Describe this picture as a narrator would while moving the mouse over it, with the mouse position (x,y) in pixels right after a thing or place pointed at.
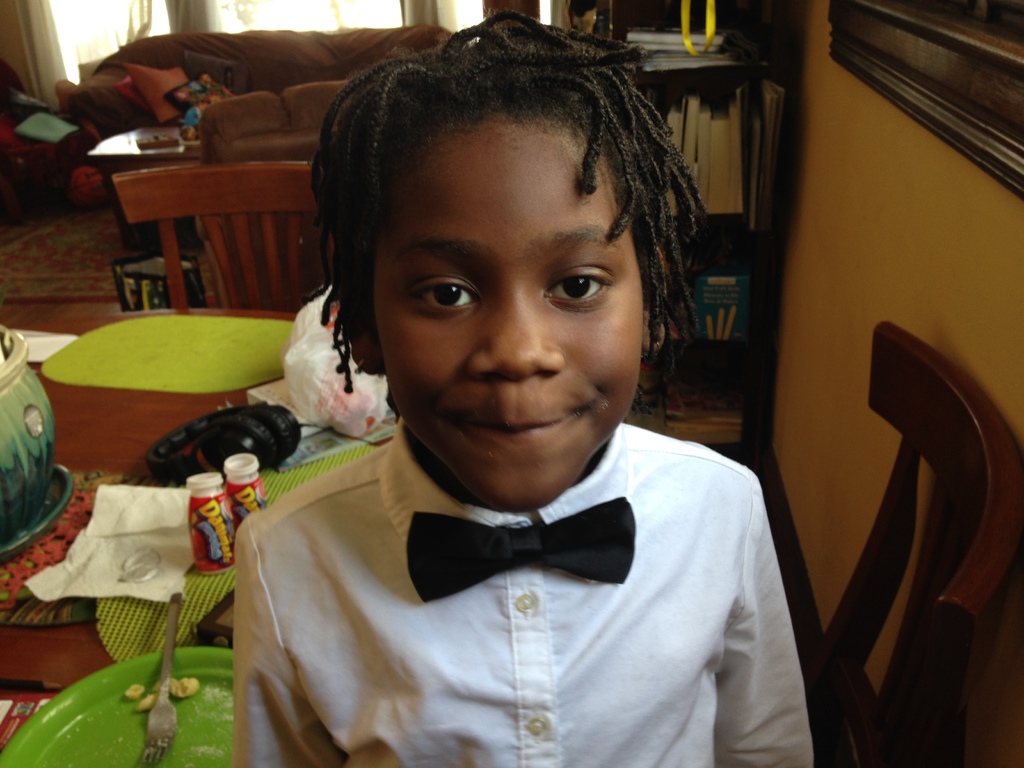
In this picture we can see boy (396,587) standing and smiling and beside to him we can see tissue paper (86,583), plate (139,672), fork (170,638), covers (338,399), jar (40,480) on table (187,418) and in background (204,124) we can see sofa (158,119) pillows (165,115) on it, table (164,132), windows (250,9), wall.
